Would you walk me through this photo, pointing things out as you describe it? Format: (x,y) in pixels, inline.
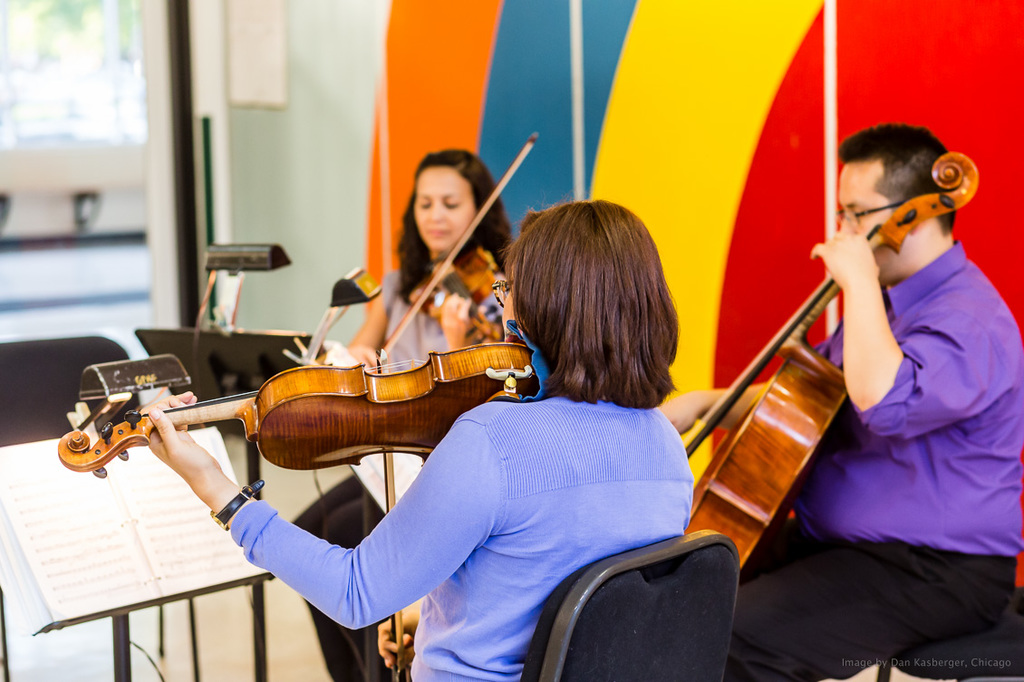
Here we can see a group of people (599,241) are sitting on the chair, and playing the violin (505,361) and here is the book (144,468), and here is the door (52,90).
